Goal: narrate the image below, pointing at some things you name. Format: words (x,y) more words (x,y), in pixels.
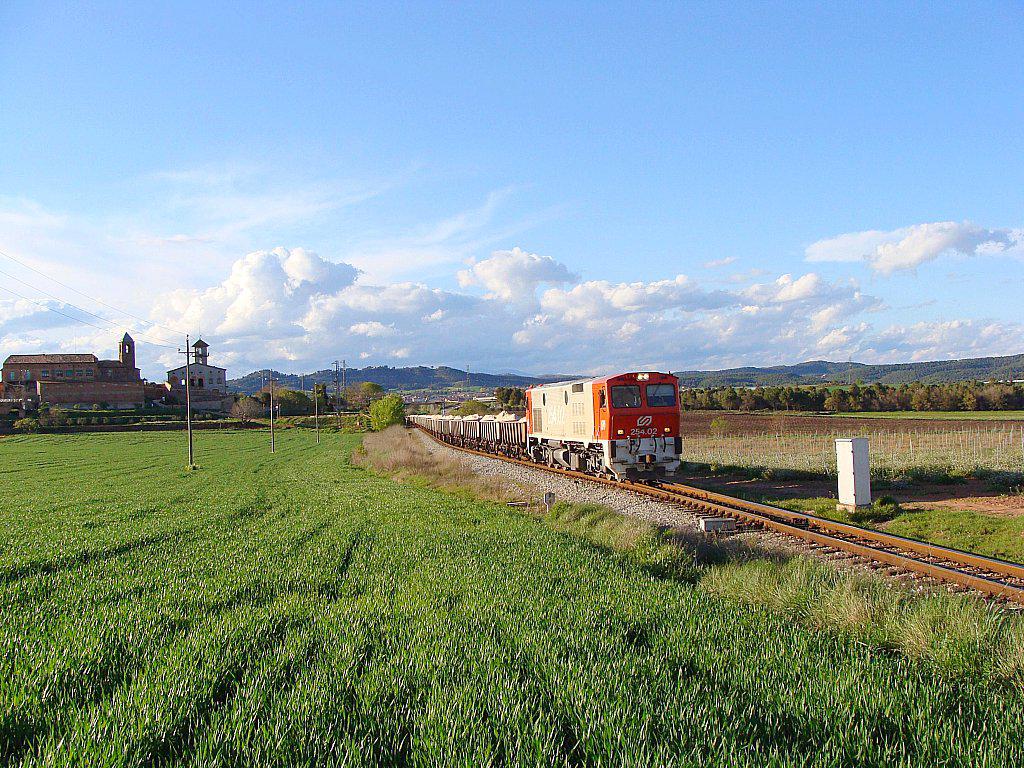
In the picture I can see a train (587,422) is moving on the railway track (535,465), here I can see grass (437,587), current poles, wires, trees (961,403), houses (207,362), hills (290,388) and the cloudy sky (505,312) in the background (433,367).
